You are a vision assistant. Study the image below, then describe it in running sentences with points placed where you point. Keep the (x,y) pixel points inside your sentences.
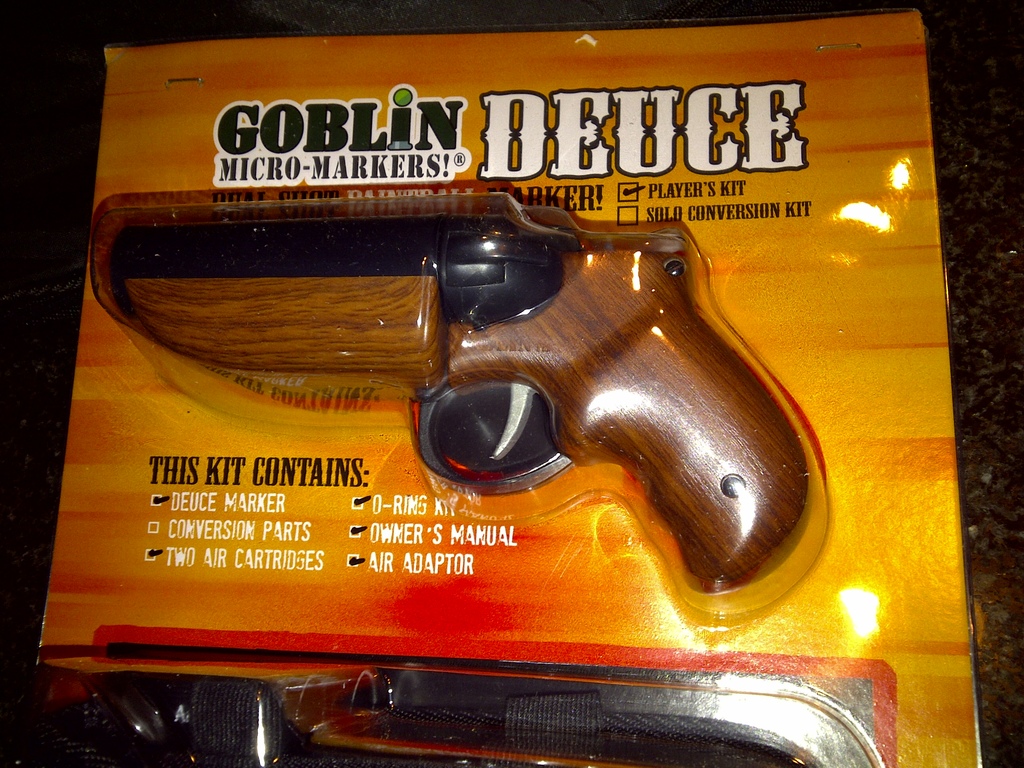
In this picture we can see a kit (779,654) with a gun (234,272) and this kit (550,124) is placed on a platform (803,5).
